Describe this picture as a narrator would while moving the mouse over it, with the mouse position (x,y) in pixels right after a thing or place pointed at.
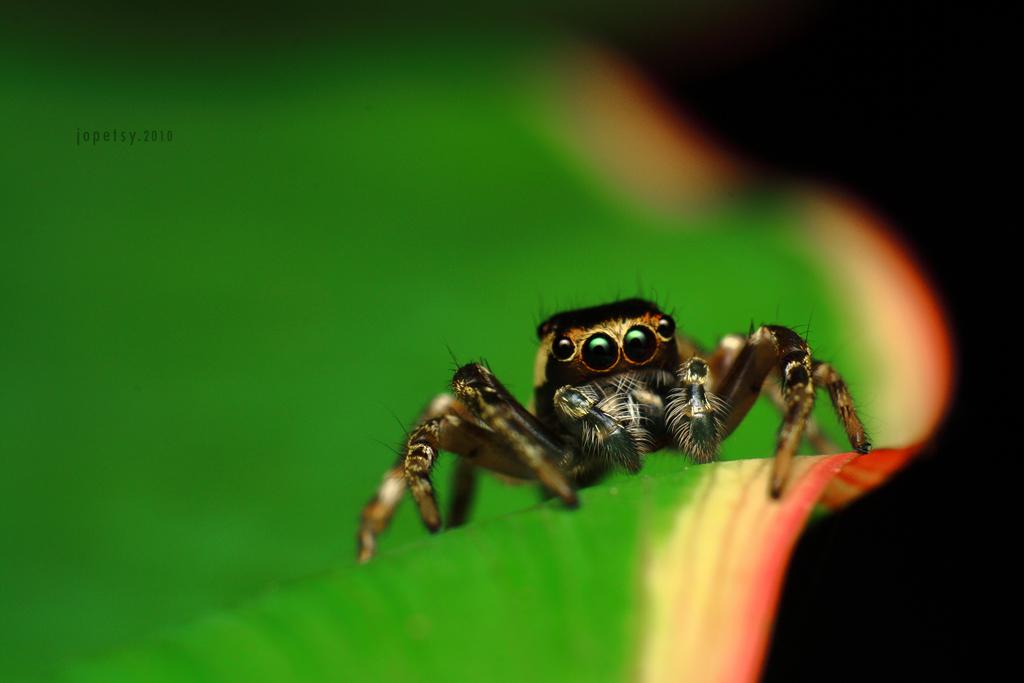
In this image we can see an insect (738,354) on the leaf (729,449). We can also see the text (160,142) on the left (168,129) and on the right (900,153), we can see the black color background (992,676).
